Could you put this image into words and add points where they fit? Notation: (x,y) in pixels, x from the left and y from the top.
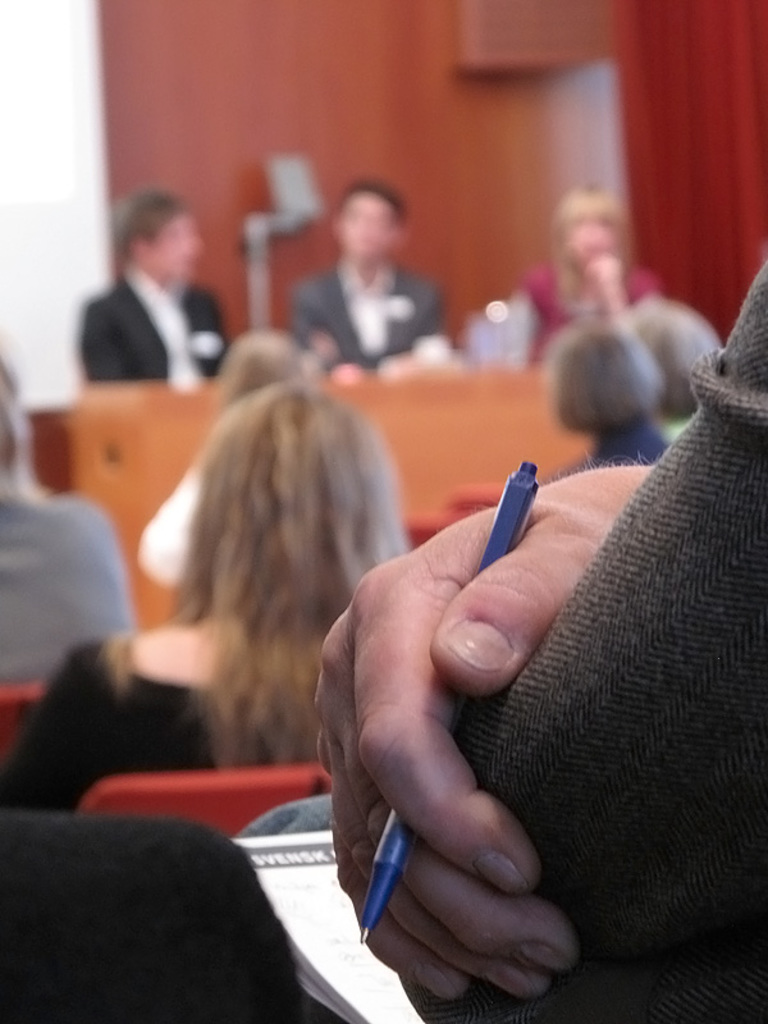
In this image I can see a hand (601,504) of a person (508,657) in the front (553,528). I can also see a blue colour pen (389,827) in this hand (441,786). In the background (571,202) I can see number of people (234,698), a white colour paper (332,857) and I can see this image is little bit blurry in the background (431,375).
